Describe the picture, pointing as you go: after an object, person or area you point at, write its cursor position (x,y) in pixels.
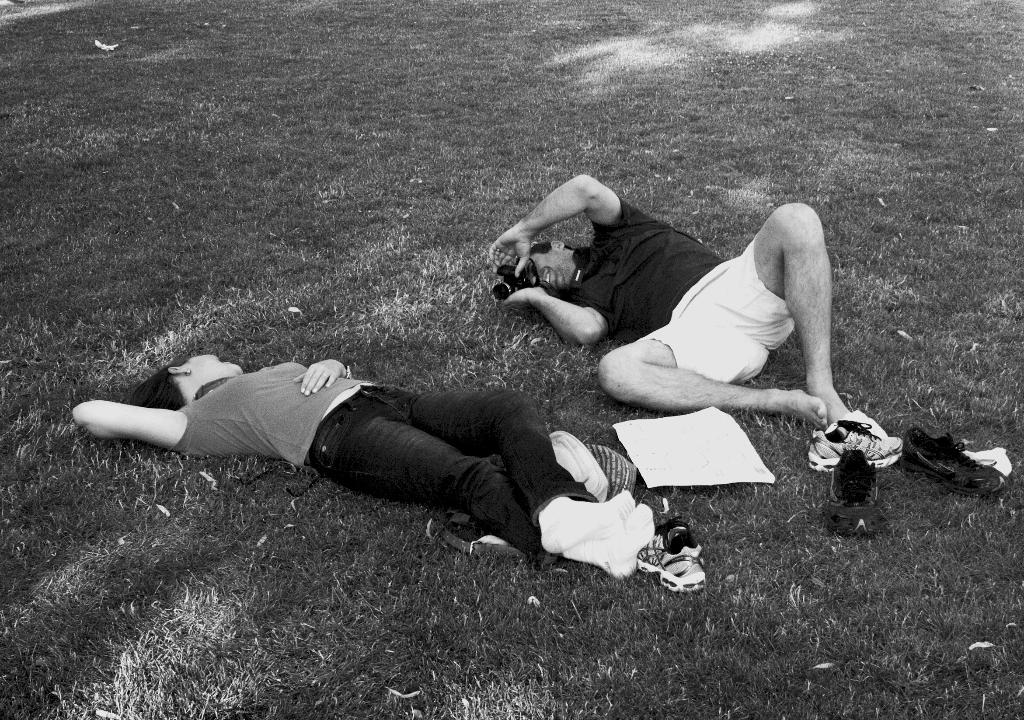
In this image, we can see two persons (574,526) lying on the grass (233,532), we can see some shoes (840,435).
